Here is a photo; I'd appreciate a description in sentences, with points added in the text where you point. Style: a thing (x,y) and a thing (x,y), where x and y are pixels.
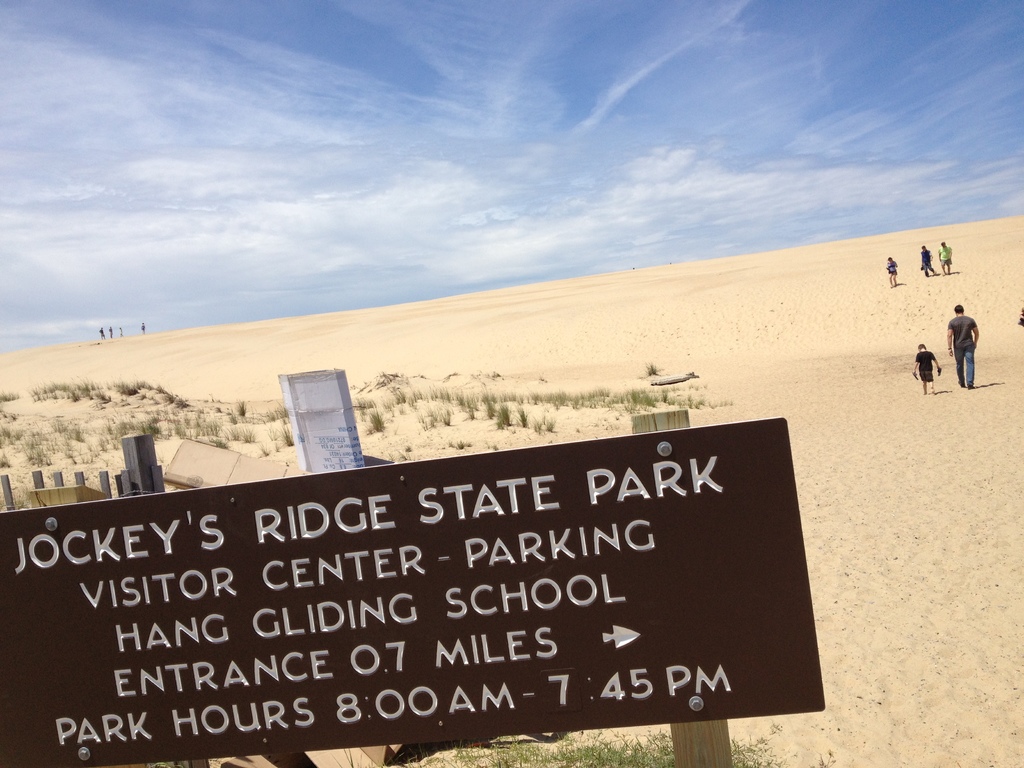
In this image we can see a board (248,599) with some text (294,517). There are poles (699,754). In the back (561,306) there is sand (547,286). Also there is grass (528,416). And we can see few people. In the background (579,237) there is sky (489,144) with clouds (198,112).
